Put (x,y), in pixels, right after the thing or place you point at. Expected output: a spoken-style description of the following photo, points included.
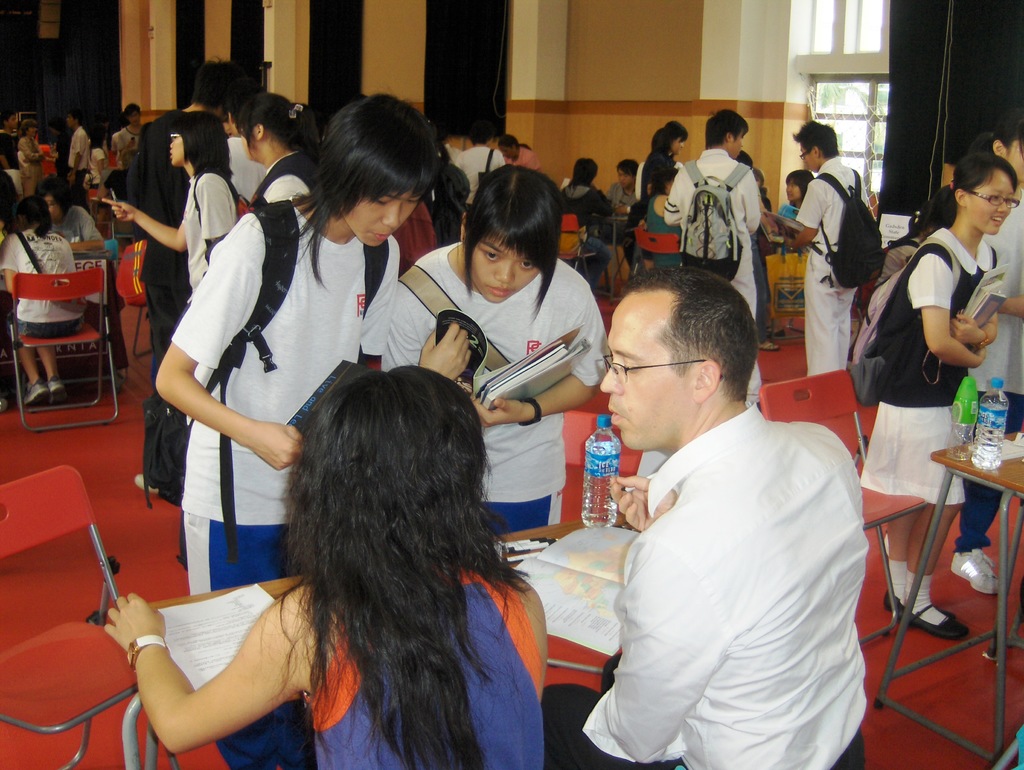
In this picture we can see the view of the classroom (272,146). In the front (322,308) there are some girls (310,267), wearing a white t-shirt (508,349) and holding the books (492,390) in the hand (493,421). In the front (586,547) bottom side there is a man (698,545) and woman (412,617) sitting on the chair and discussing something. In the background (630,93) there is a yellow wall (803,104) and glass window (878,87).
